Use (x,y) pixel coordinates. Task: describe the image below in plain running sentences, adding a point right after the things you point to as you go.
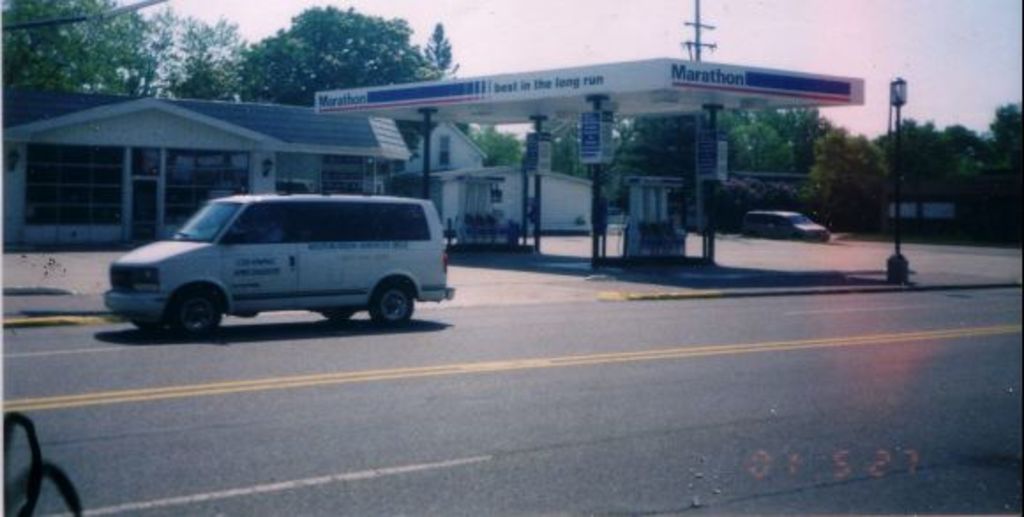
In this image I can see few vehicles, light poles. In the background (285,149) I can see the house (269,149), petrol bunk (534,158), few trees (825,161) in green color and the sky (565,38) is in white color.
